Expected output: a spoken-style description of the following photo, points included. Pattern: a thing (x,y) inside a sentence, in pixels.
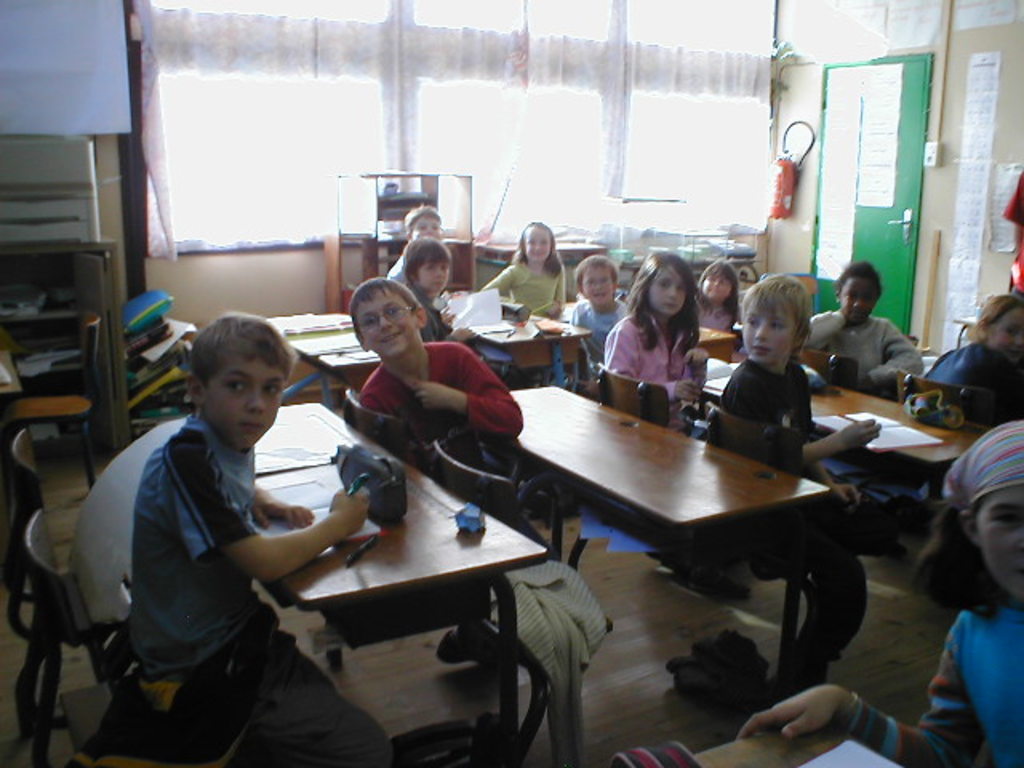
In this image I can see number of children (862,503) are sitting on chairs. I can also see few books (133,336) over here.
